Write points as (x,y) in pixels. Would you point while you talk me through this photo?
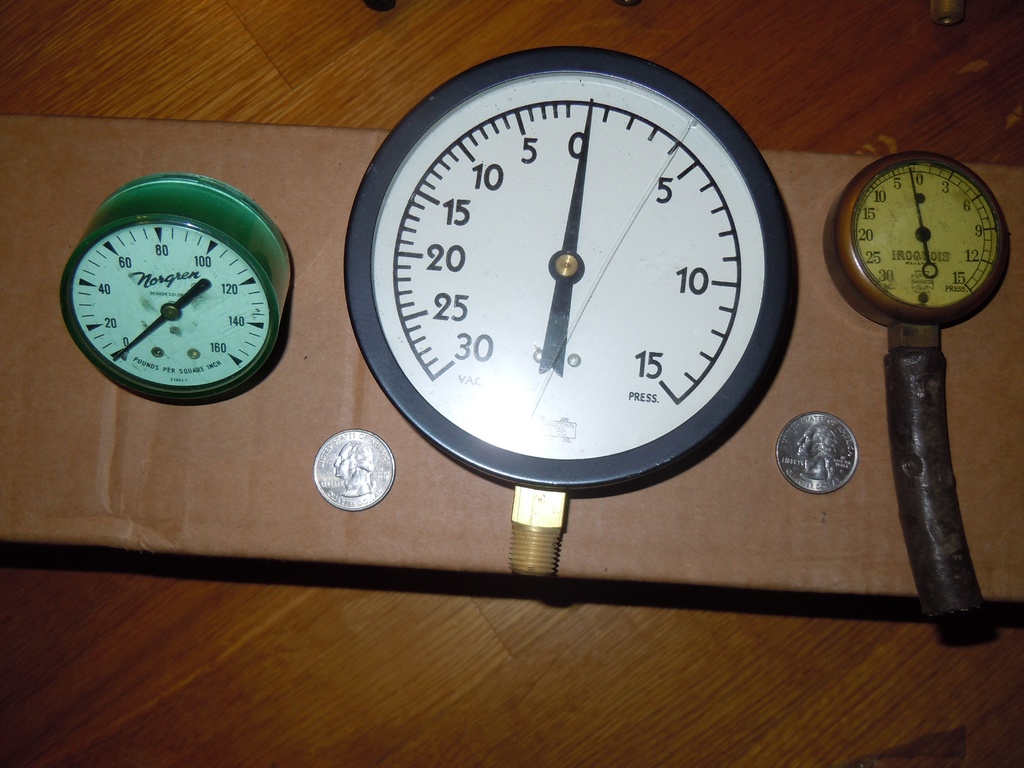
In the center of the image (575,375) we can see meters (532,317), coins (375,438). In the background of the image (142,55) we can see wooden board (406,618).
